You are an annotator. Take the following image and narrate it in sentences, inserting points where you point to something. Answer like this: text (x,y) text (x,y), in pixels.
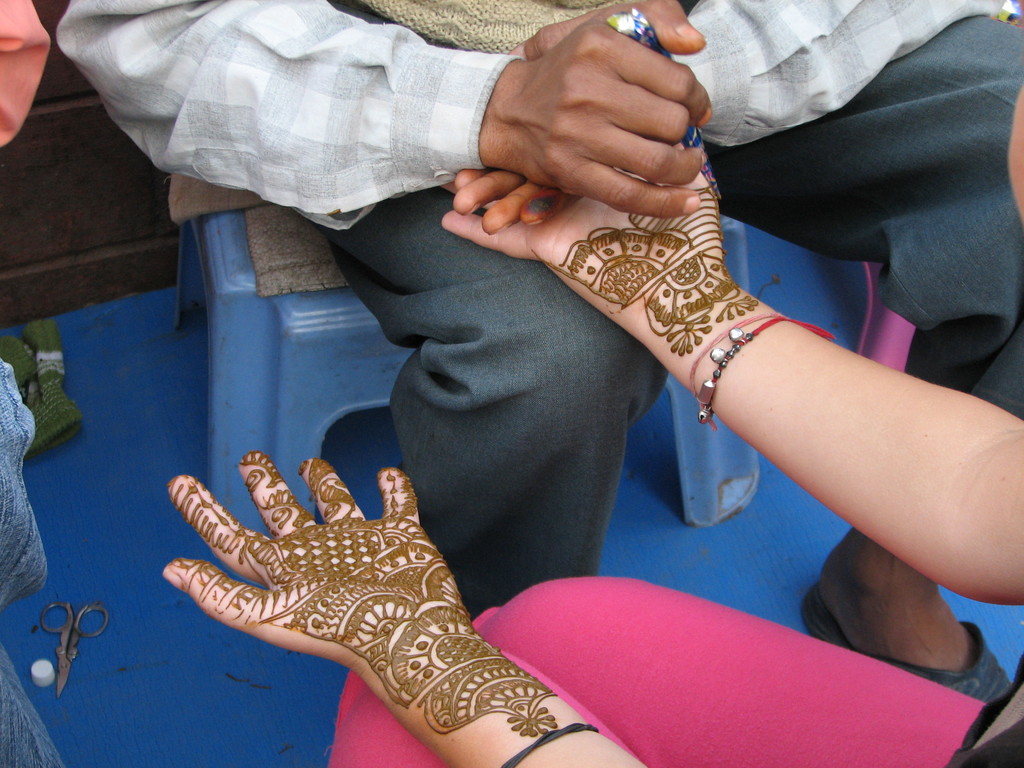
In this image, I can see a person (587,441) sitting on a stool (365,313) and holding a mehndi cone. I can see the legs (618,678) and hands (763,426) of a person (819,381). On the left side of the image (63,408), I can see scissors (65,667) and a cloth (51,386) on the floor (141,663).
